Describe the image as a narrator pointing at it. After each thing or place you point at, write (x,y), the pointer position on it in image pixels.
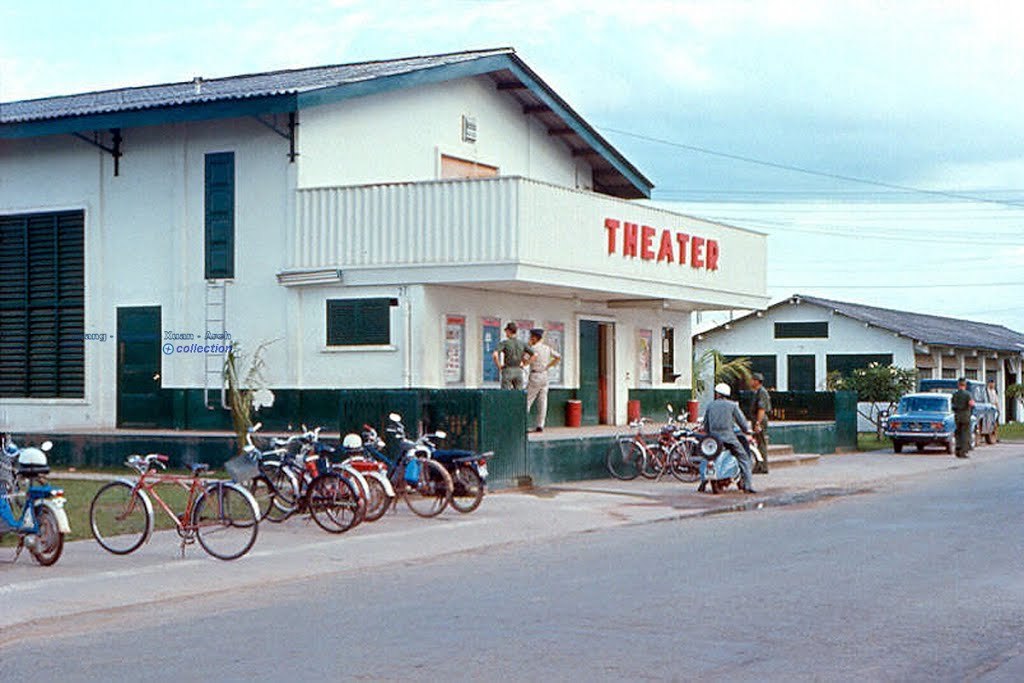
In this image we can see two houses (802,341), some posters (449,348) attached to the house wall (681,401), some trees (861,379), plants (876,379), some grass (72,499) on the surface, some vehicles (4,521) parked, one person (719,425) sitting on one vehicle (719,448), some wires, some people (518,361) are standing, one road (331,657), one ladder (218,321) attached to the first house (206,412) and at the top (761,74) there is the sky (60,63).
